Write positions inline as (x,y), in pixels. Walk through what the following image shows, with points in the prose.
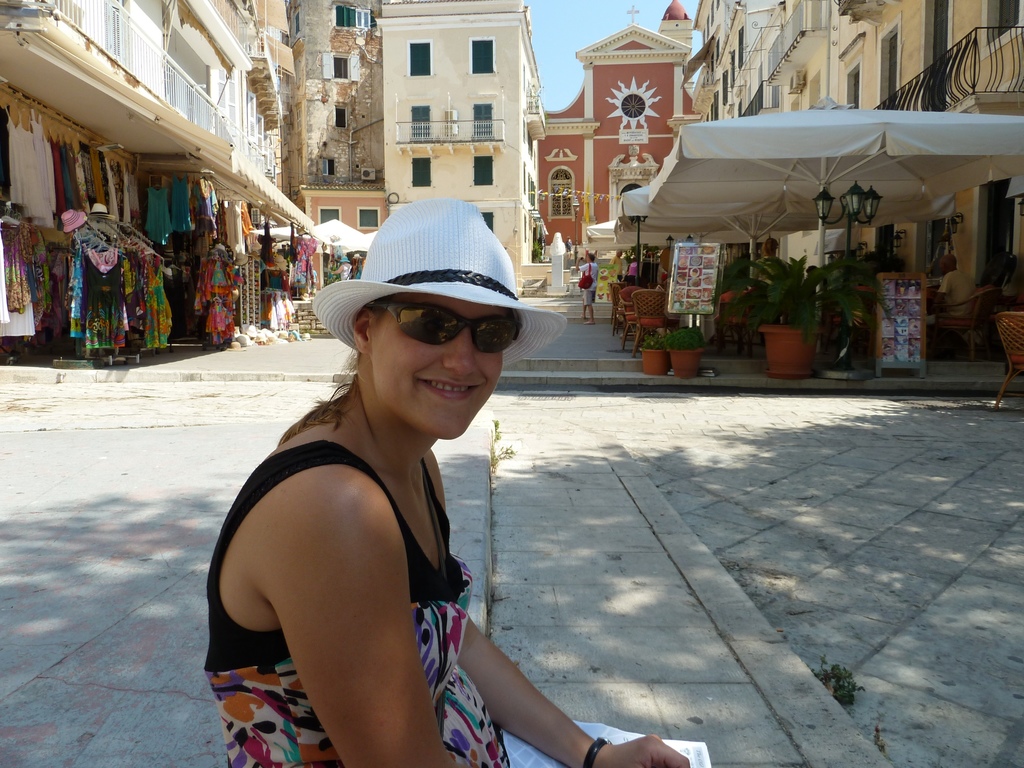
In this image, we can see building (509,66). There are clothes (92,255) on the left side of the image (88,345). There are flower pots (792,330) on the right side of the image (791,340). There is a street pole (852,265) in front of the building (970,247). There is a person (453,624) at the bottom of the image (463,648) wearing clothes (266,702) and hat (364,295).
